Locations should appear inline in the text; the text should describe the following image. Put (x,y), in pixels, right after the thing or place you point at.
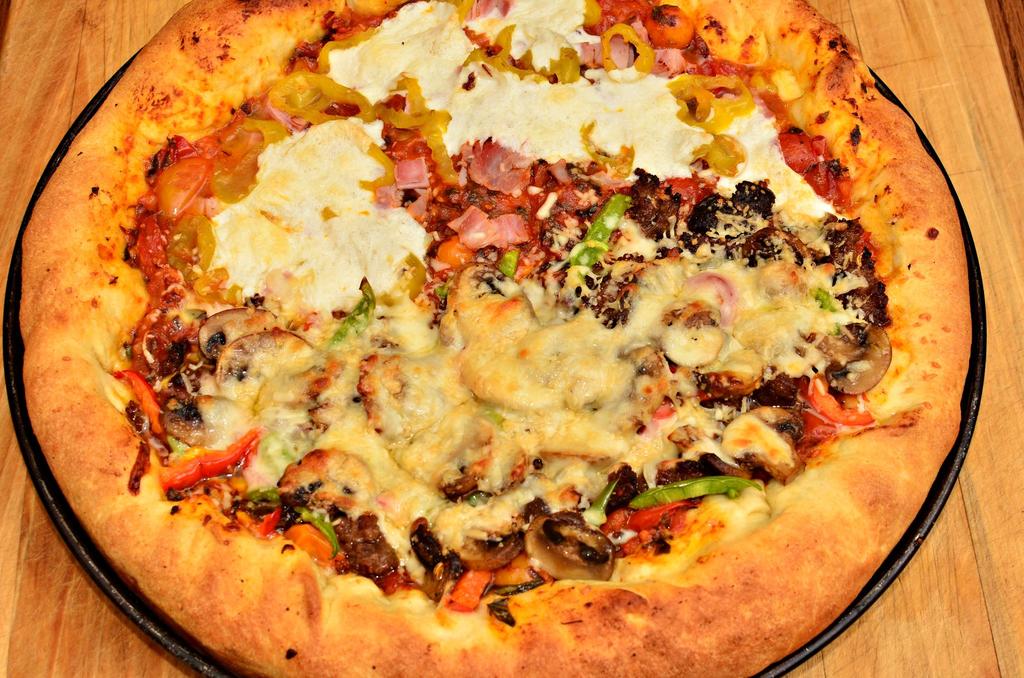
In this image we can see a pizza (448,213) in a plate (89,566) which is placed on the table (142,656).
